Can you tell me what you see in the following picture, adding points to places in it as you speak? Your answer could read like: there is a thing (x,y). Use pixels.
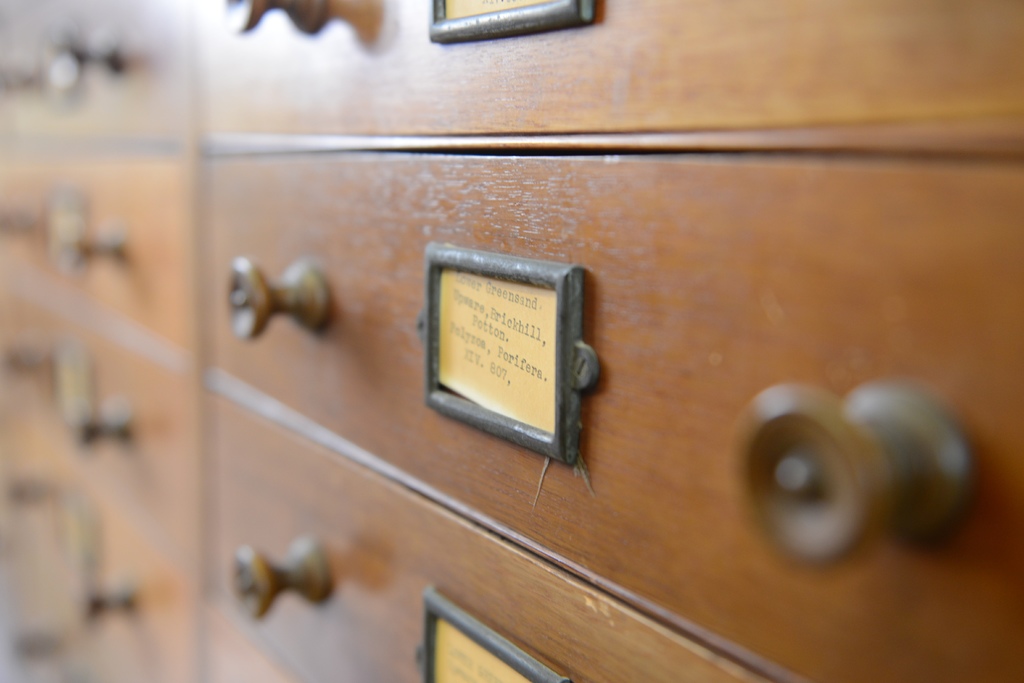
In this picture I can see the wooden boxes (344,377). In the center (515,324) there is a paper (486,333) which is kept inside the black object (437,357).
